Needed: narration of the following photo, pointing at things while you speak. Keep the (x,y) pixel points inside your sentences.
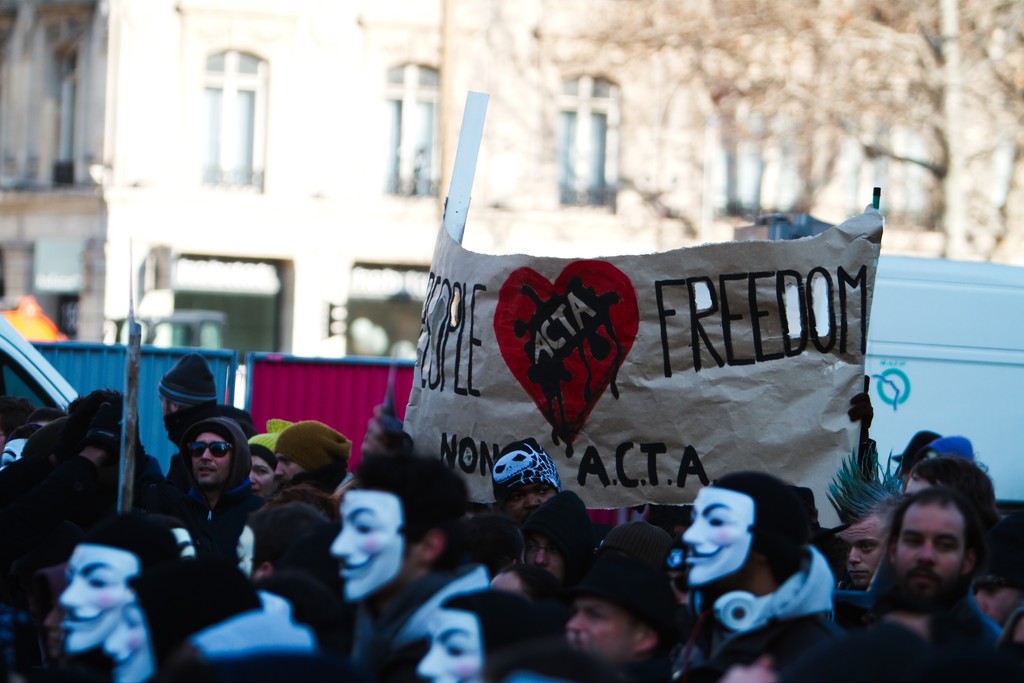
In this image we can see many people (589,563). We can also see a few people (387,534) wearing masks (730,552). There is also a banner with text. In the background (312,254) we can see the gate (318,386) and also building (670,236) and trees (891,14).
